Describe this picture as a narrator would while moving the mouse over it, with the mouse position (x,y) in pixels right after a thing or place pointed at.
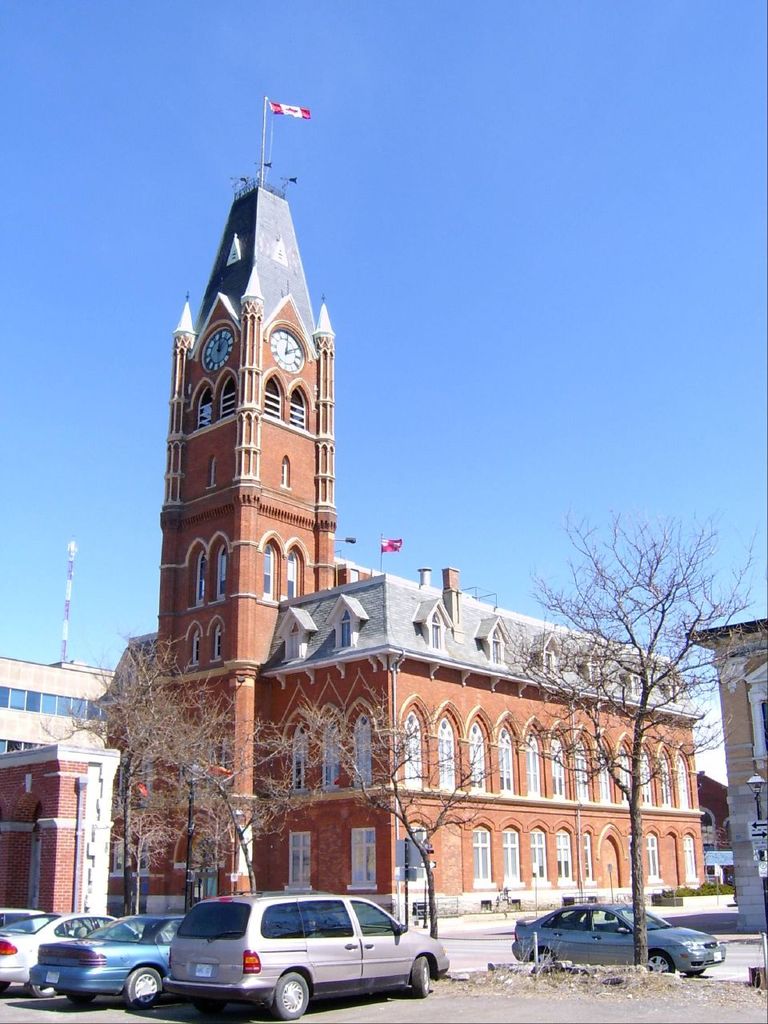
In this image there are buildings (588,725). At the bottom (666,928) we can see cars (647,936) on the road (326,1014) and there are trees (678,662). In the background (593,278) there is sky (103,240).
